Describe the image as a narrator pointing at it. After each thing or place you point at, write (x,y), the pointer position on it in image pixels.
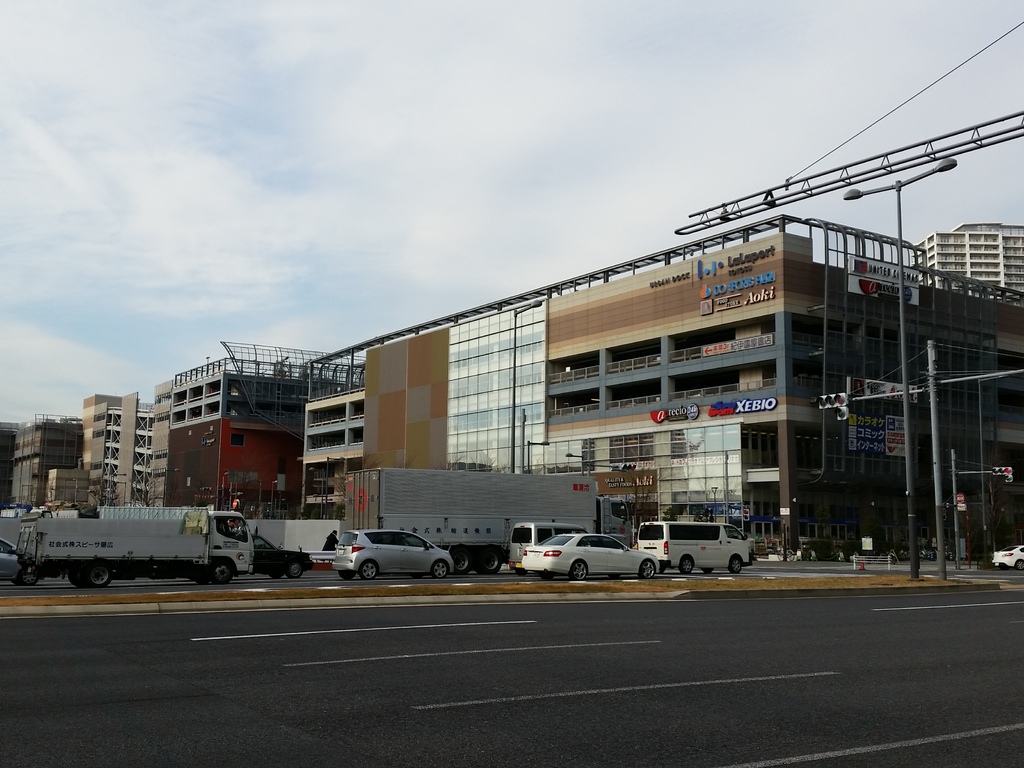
This is an outside view. At the bottom (399,712) there is a road (531,693) and there are few vehicles (447,543) going towards the right side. In the background (473,399) there are many buildings (540,362). On the right side (938,458) there are few light poles (936,506). At the top of the image (253,190) I can see the sky (298,62).
